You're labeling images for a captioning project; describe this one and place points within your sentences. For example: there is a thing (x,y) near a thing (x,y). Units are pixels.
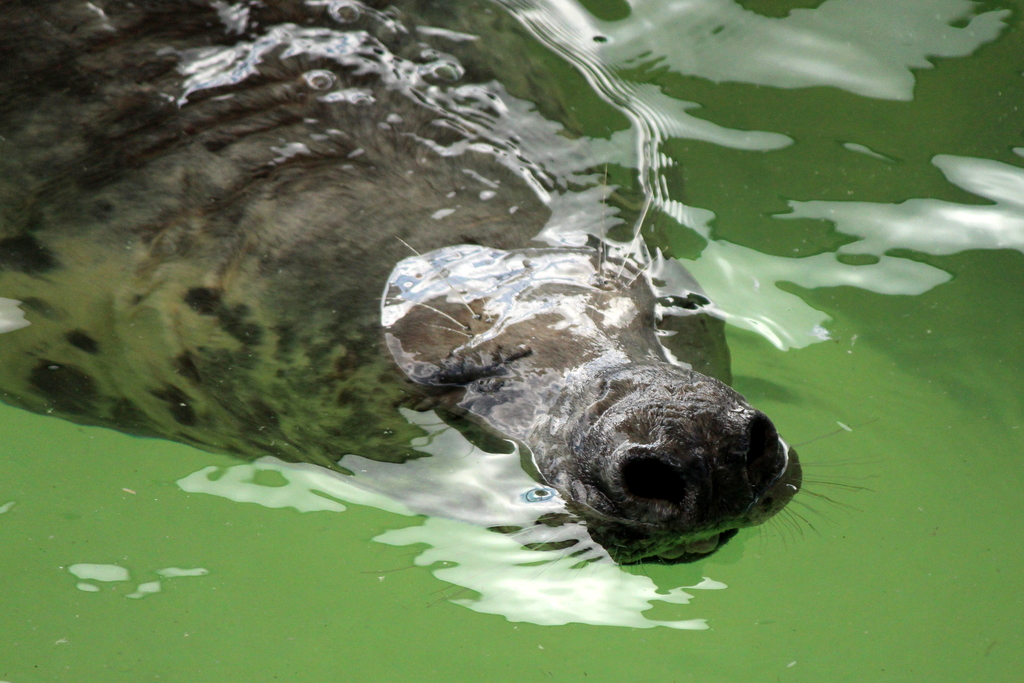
In this image, we can see an animal (513,225) in the water (88,587).
